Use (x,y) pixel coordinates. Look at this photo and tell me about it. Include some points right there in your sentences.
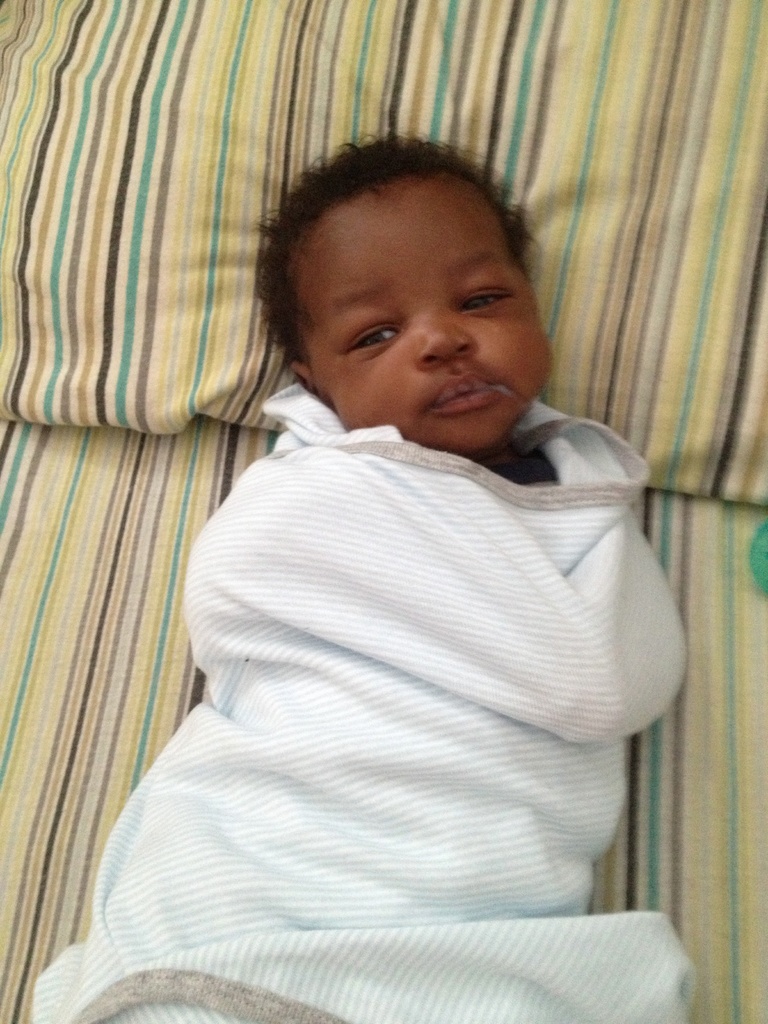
In the image we can see there is a baby (356,309) lying on the bed (750,601) and wrapped in a cloth (397,745). The baby (455,367) is resting his head (453,165) on pillow (651,287).
